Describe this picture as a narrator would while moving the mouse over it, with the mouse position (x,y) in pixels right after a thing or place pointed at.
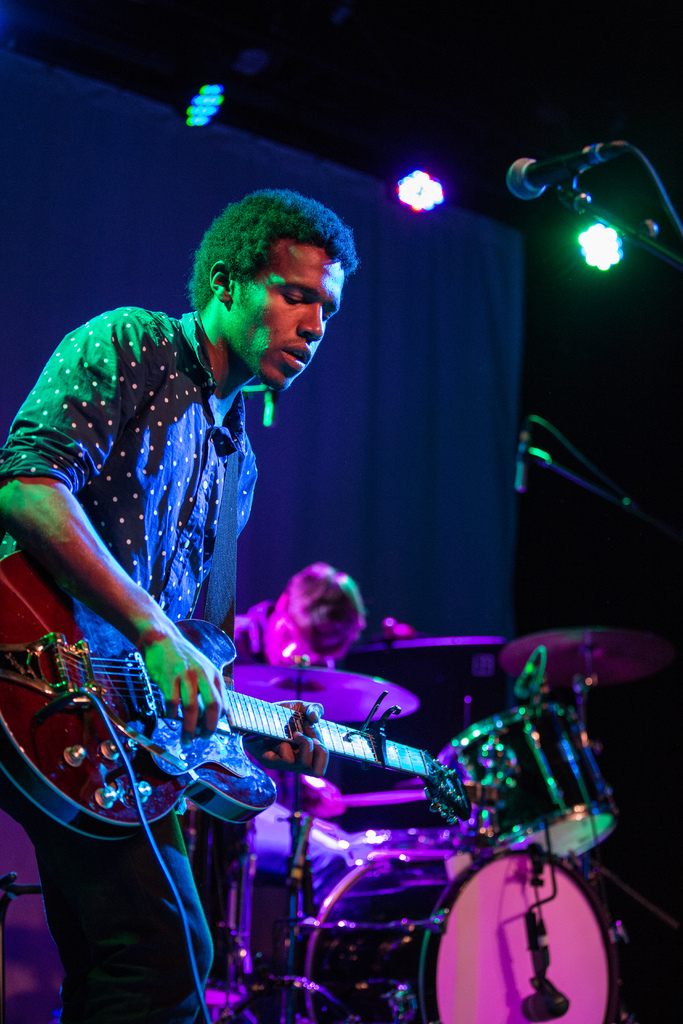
As we can see in the image there are lights (590,265), mic (590,163), guitar (122,699), two persons (333,641), musical drums (391,844) and the image is little dark.
